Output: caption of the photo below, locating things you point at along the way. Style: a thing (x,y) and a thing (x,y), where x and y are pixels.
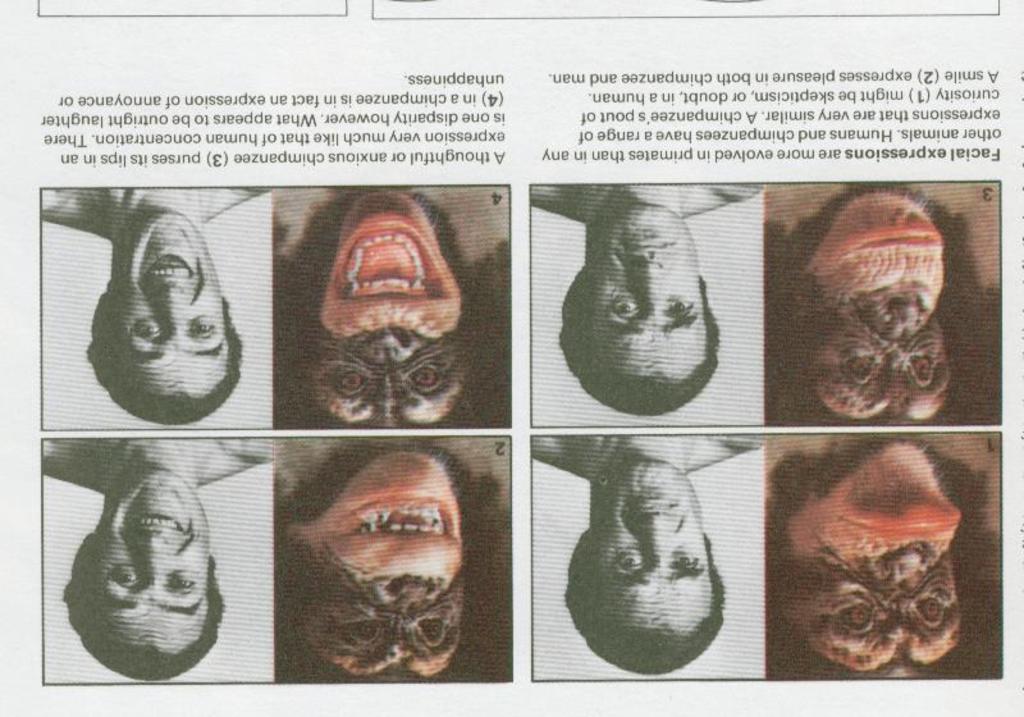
It's a photo collage, in this there are photos of a human (617,535) and a chimpanzee (445,582).
